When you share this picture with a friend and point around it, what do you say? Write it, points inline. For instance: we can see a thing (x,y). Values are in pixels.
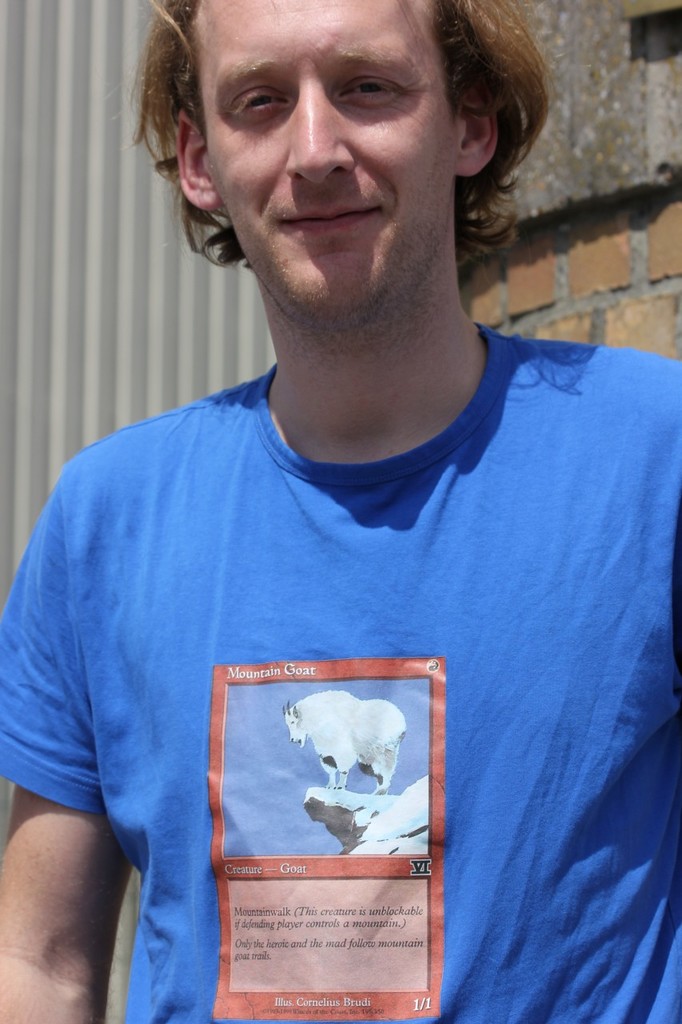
In this image there is a person (313,414), behind the person (400,282) there is a brick wall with a shed (240,303).
